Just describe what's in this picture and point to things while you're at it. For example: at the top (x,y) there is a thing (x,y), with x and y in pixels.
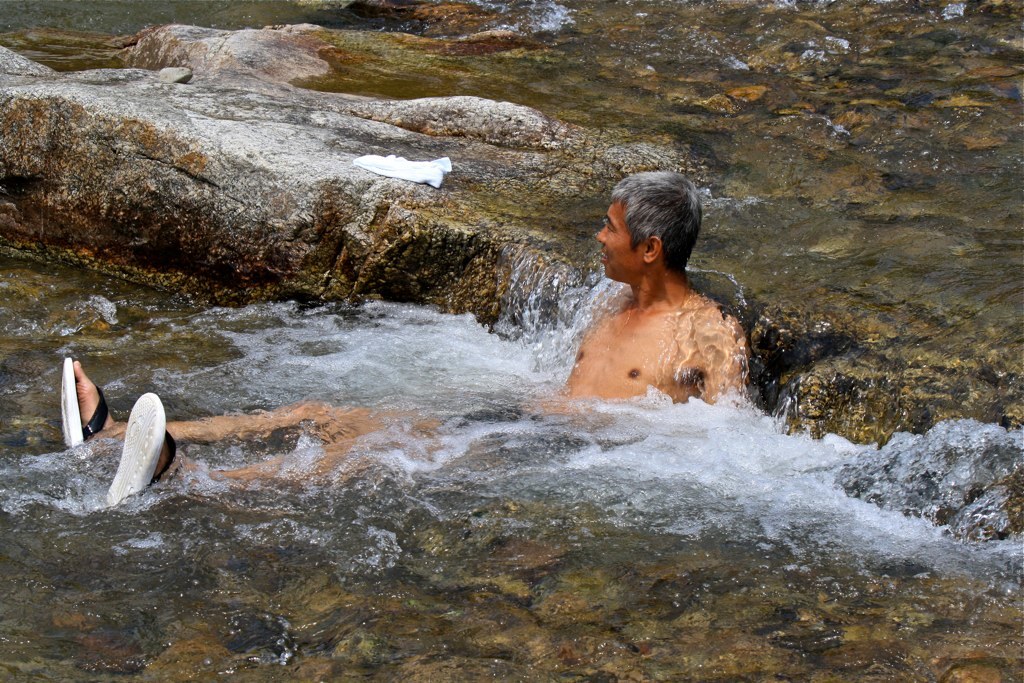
In this image we can see a person (75,375) wearing the footwear (75,375) and sitting in the water (590,503). We can also see the rock (299,30) and some cloth (422,166).
